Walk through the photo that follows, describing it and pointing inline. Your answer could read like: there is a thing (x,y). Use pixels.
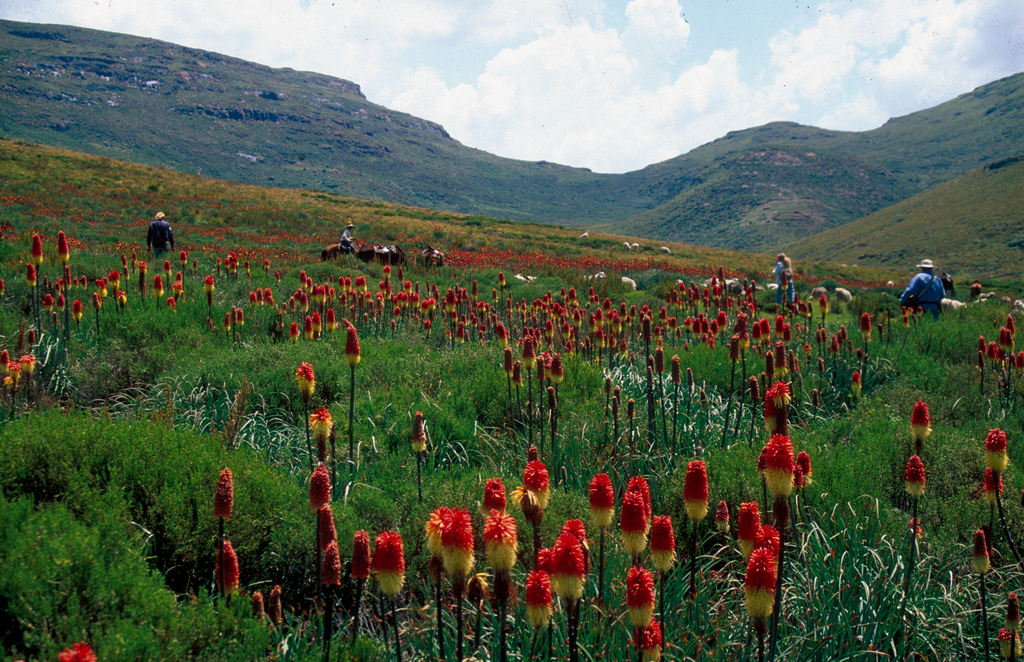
In the background (891,133) we can see clouds (947,23) in the sky (1007,14), hills (1018,127), people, plants (462,259) and animals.
